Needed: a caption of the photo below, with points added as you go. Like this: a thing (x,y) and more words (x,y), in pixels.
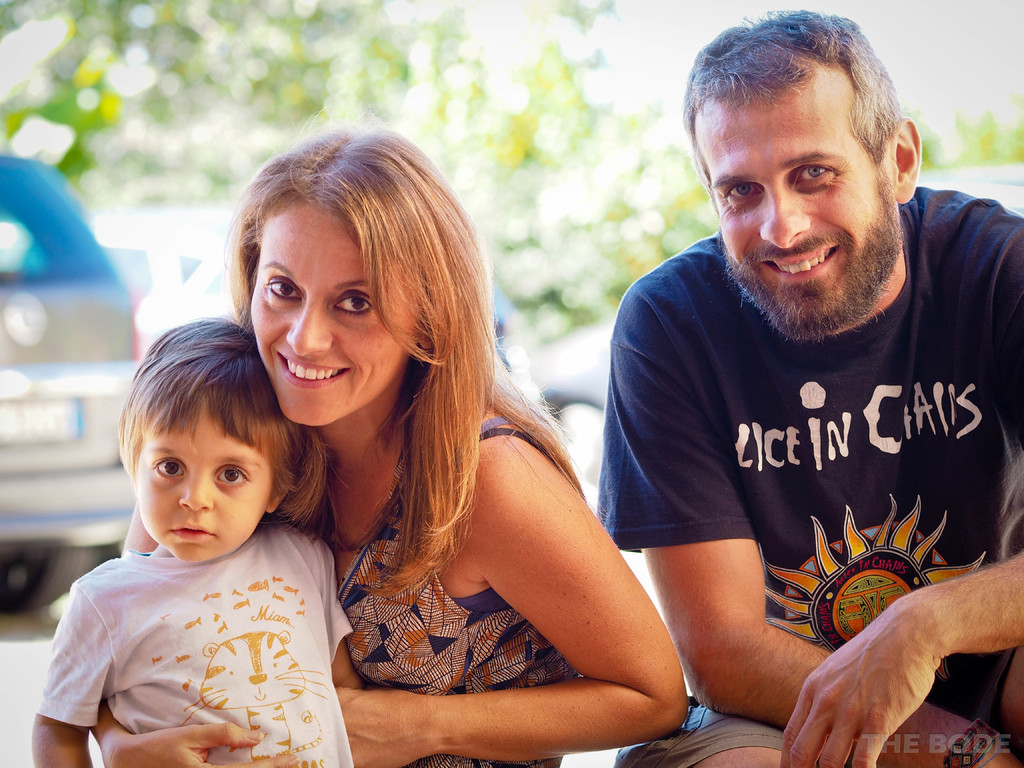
In this image in the front (653,492) there are persons (650,496) smiling. In the background (56,335) there are cars (51,183) and trees (564,157).
